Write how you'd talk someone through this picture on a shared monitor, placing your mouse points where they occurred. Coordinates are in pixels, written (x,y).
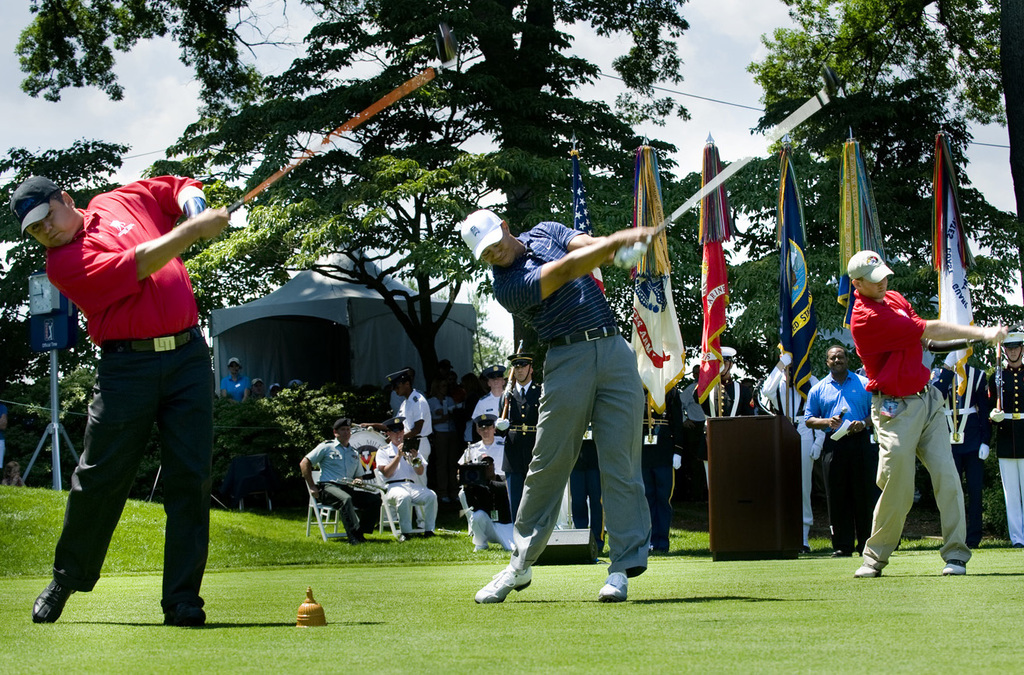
Front these people (133,344) are holding golf clubs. This land (22,490) is covered with grass (145,548). Background (23,295) there is a pole (60,446), people (409,401), trees (470,195), plants (298,403), flags (722,258), podium (756,429), tent (336,326) and sky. These people (402,460) are sitting on chairs (316,475).
